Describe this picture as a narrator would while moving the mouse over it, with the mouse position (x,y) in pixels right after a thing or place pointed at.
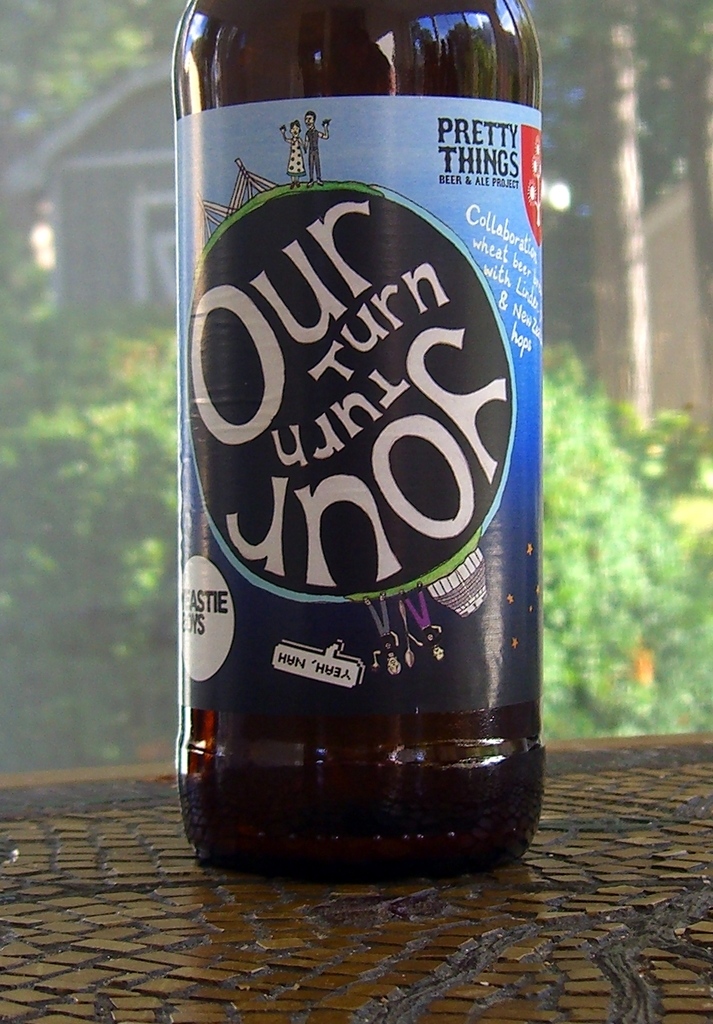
In the center of this picture (422,393) we can see a glass bottle (524,684) placed on an object (338,934) seems to be the pavement (47,913) and we can see the text (488,172) and some pictures (390,631) of persons (424,628) on the bottle (332,134). In the background (616,215) we can see the plants (134,363), trees (27,44) and a house (137,205) and some other objects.
